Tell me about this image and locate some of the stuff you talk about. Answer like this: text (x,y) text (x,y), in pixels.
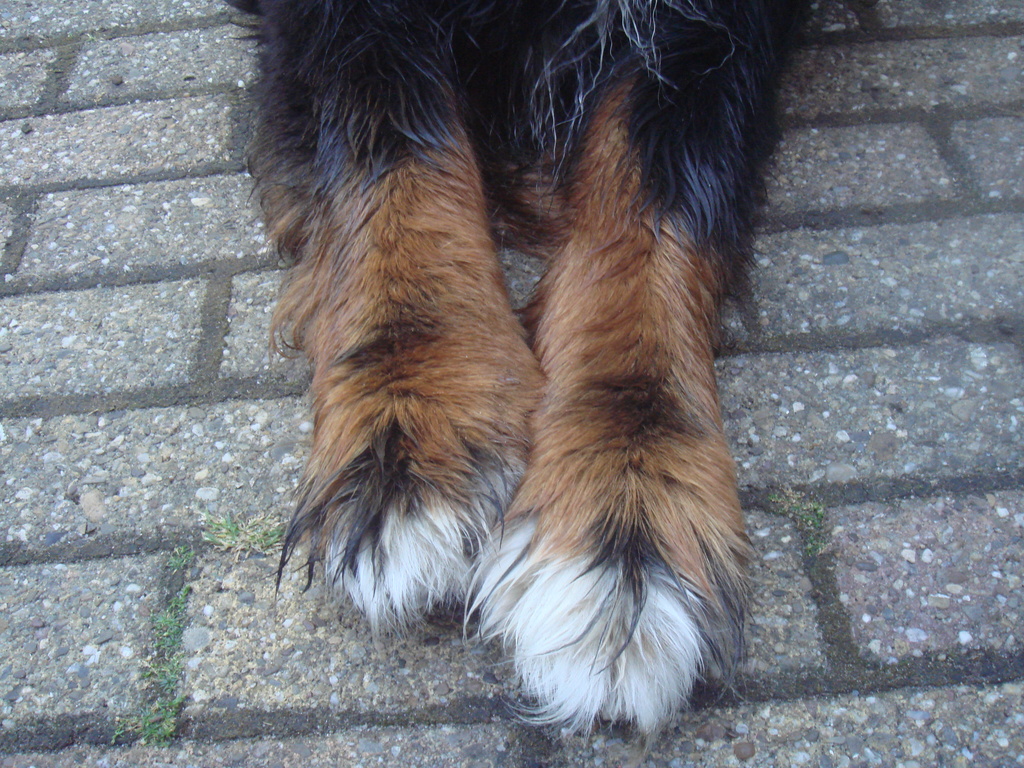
In this image there is an animal (440,350) truncated, there is an animal (325,361) on the surface (270,303), there is the grass (181,656).
